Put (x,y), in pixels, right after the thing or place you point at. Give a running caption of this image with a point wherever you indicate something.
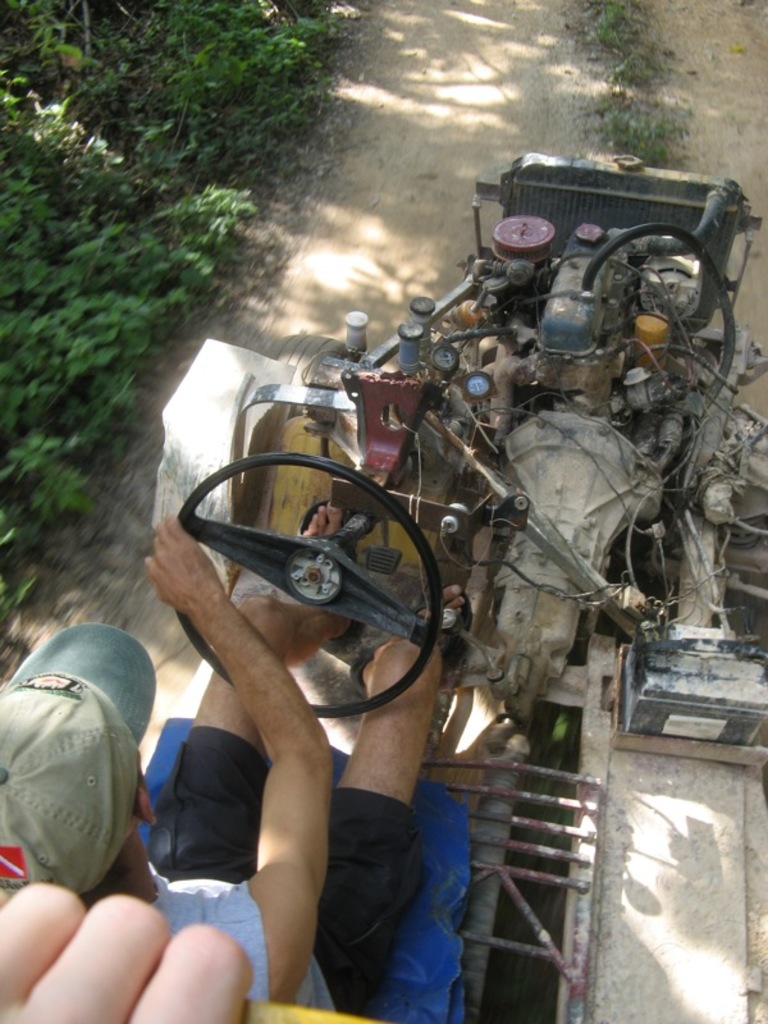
In this image is the front there is a person (383,714) driving a vehicle (297,465). On the left side (79,220) there are plants (115,179) and in the center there is grass (634,72) on the ground (622,62).
